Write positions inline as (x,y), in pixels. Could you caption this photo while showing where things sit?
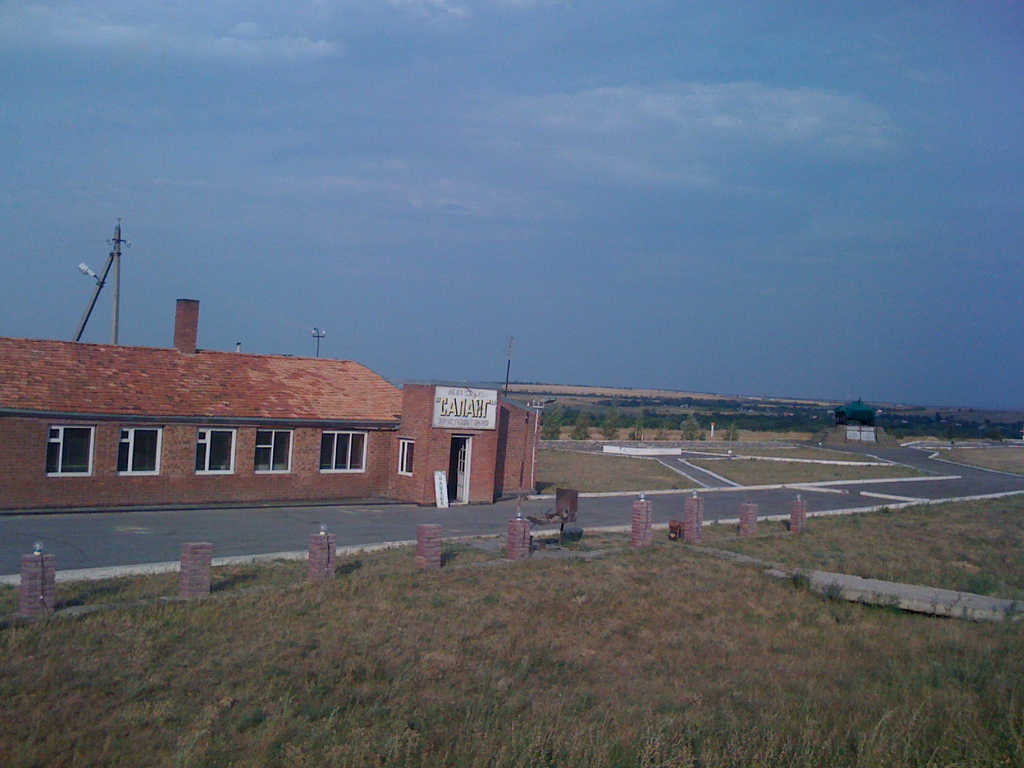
In this image we can see the building (451,442), in front of the building (294,483) we can see the road (932,471), gate (467,456), ground (888,475) and pillars (643,526) with lights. And there are street lights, trees (586,430) and the sky (707,173).
